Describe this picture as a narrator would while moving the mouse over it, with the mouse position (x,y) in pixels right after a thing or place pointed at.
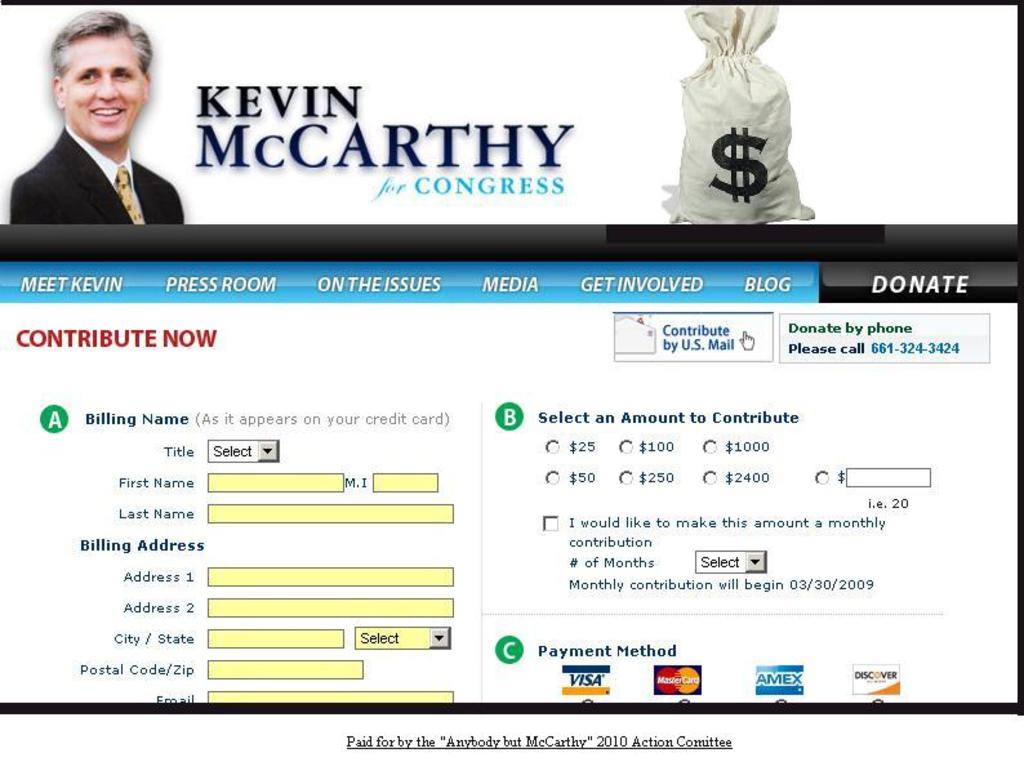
In this image we can see a display screen (374,502) with some text (733,476) and pictures (140,163) on it.
